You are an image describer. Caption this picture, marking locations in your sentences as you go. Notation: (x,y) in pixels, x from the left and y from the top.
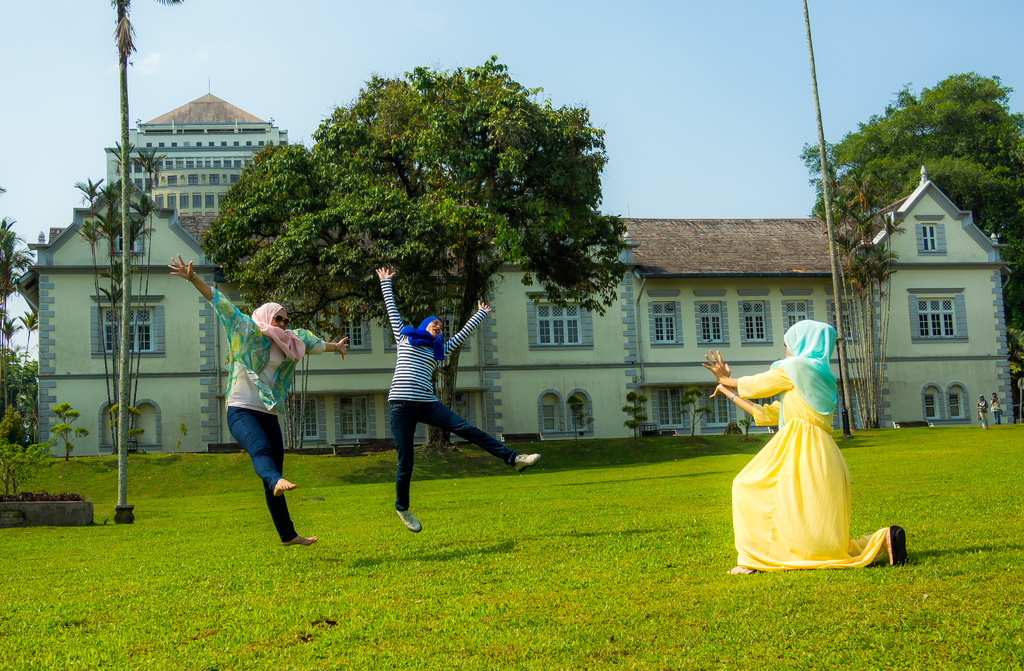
In this image we can see three ladies (771,501). They are wearing scarves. On the ground (293,611) there is grass (376,617). In the back (207,351) there is a building (153,311) with windows (557,314). Also there are trees (582,239). And there is sky (587,75).
